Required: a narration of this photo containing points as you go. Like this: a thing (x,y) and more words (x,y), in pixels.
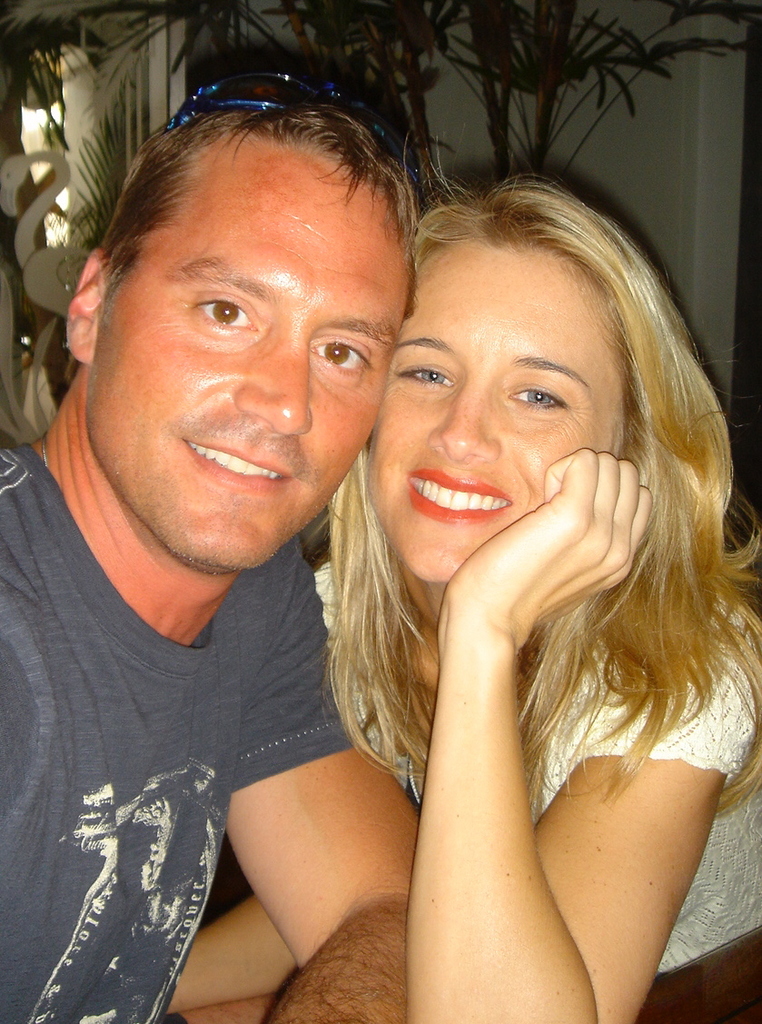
In this picture we can see a man (206,761) and a woman (415,697). Both are smiling and this man (141,667) is in t shirt (128,791) and he has goggles (232,93) on his head (259,145). This woman (416,743) has blonde color hair (683,448) and she is in white color dress (718,744). And on the background (659,153) there is a wall (653,150).
